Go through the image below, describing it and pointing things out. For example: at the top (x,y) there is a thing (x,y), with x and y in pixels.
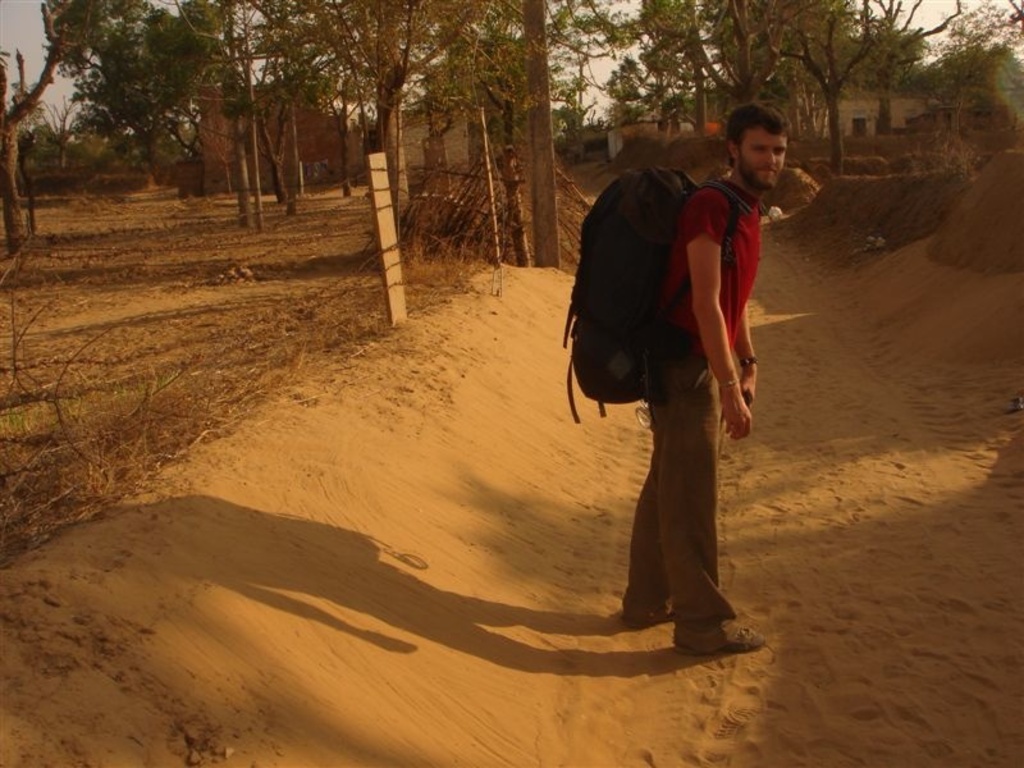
This is an outside view. Here I can see a man (675,305) wearing a bag (632,258), standing on the ground (594,642) facing towards the right side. On the left side (43,383) there is a net fencing (385,249). In the background (355,98) there are many trees (450,84) and few houses (856,110). At the top of the image (14,26) I can see the sky (28,18).
